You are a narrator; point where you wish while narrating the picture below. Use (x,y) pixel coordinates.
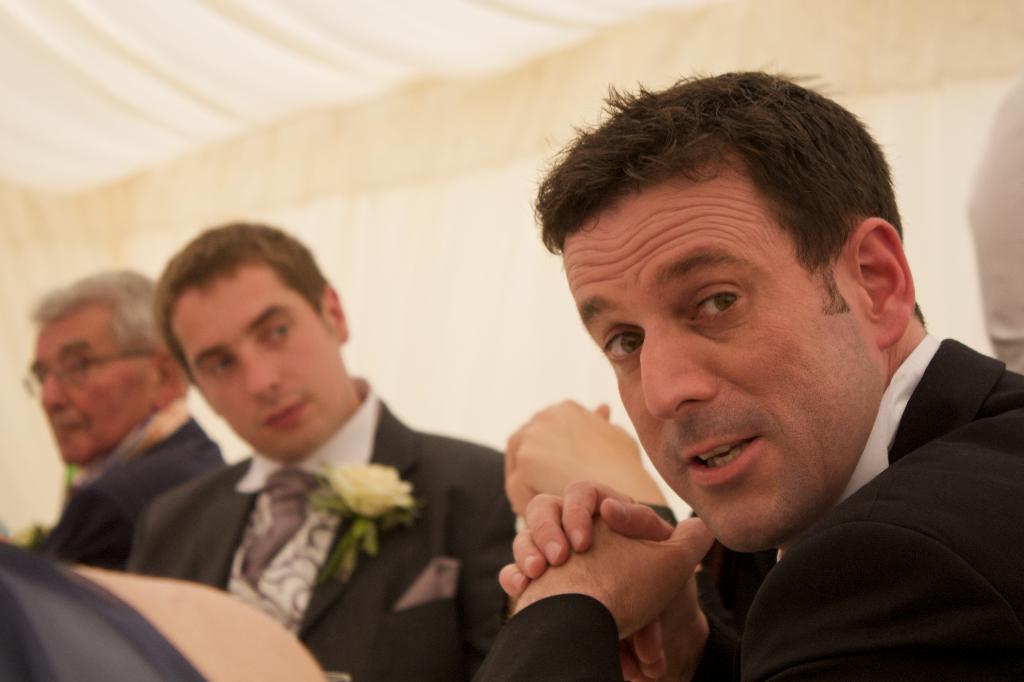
In this image I can see four persons (519,482), flower (351,541), and wall (406,359). This image is taken may be in a tent (234,78).
